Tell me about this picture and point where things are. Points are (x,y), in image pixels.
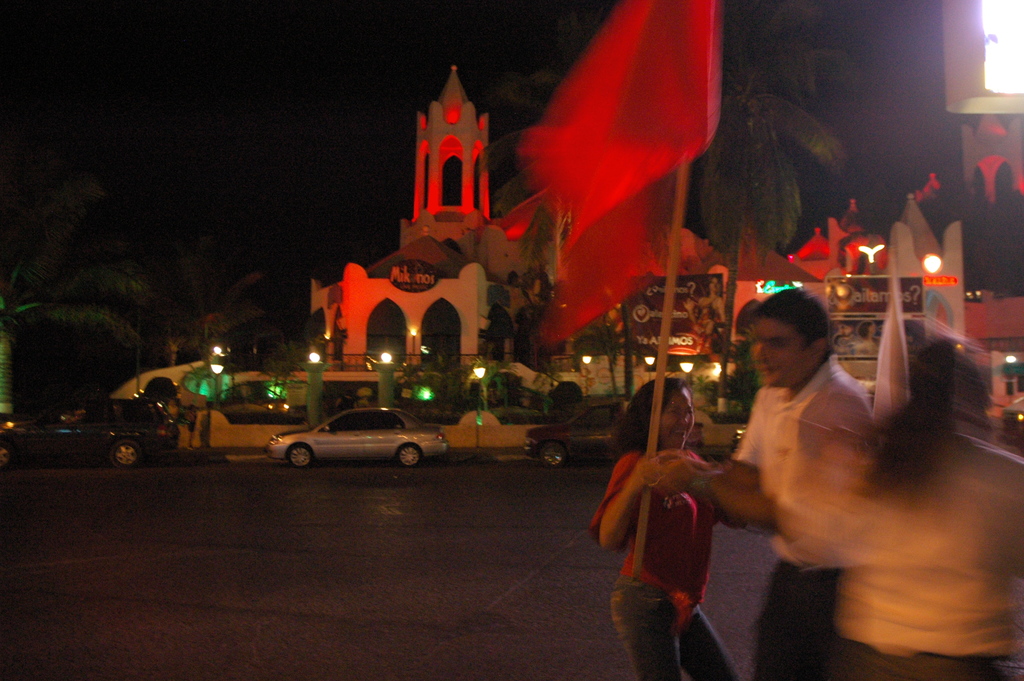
In this picture there is a man (792,622) who is wearing white shirt (785,503) and black trouser (814,621). Beside him there is a woman (705,616) who is wearing red t-shirt (666,583) and jeans (702,646). She is holding a flag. In the back (2,423) we can see many cars (168,436) on the road (720,537). Beside that we can see the street lights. In the background (422,301) we can see the monument (883,270) and trees (794,128). At the top (301,67) we can see the darkness (301,67). In the top right corner (985,44) there is a light (1000,54).
